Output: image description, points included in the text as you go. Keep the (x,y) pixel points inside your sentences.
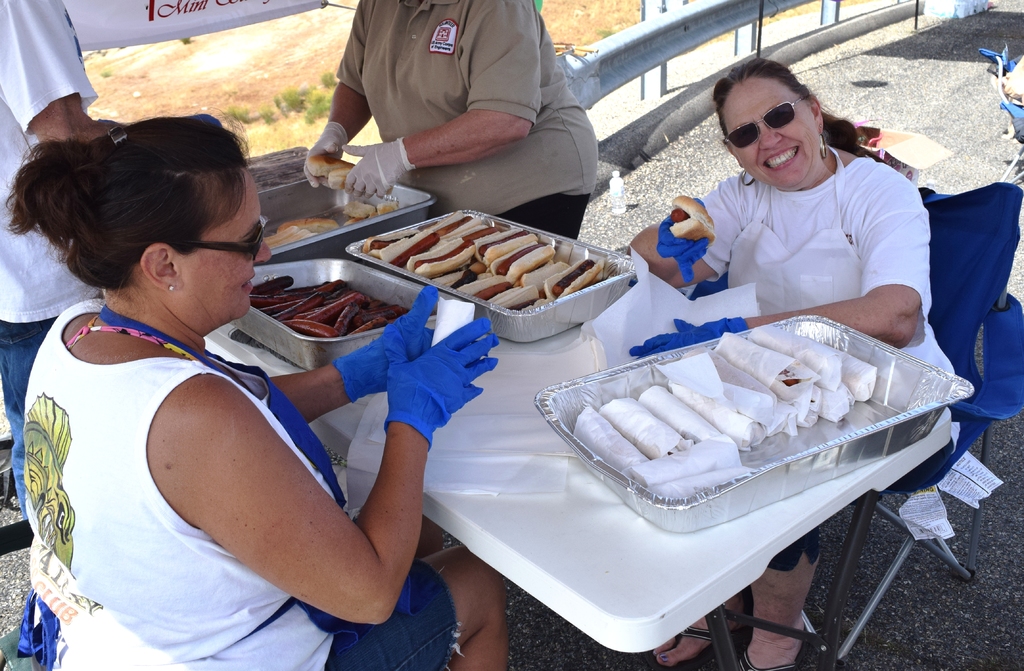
In this image there is a table (773,515) and we can see hotdogs (712,442) and napkins (476,439) placed on the table (566,523) and there are people (783,305) sitting. Two of them are standing. In the background (914,69) there is a road (911,81) and a board (183,8).
